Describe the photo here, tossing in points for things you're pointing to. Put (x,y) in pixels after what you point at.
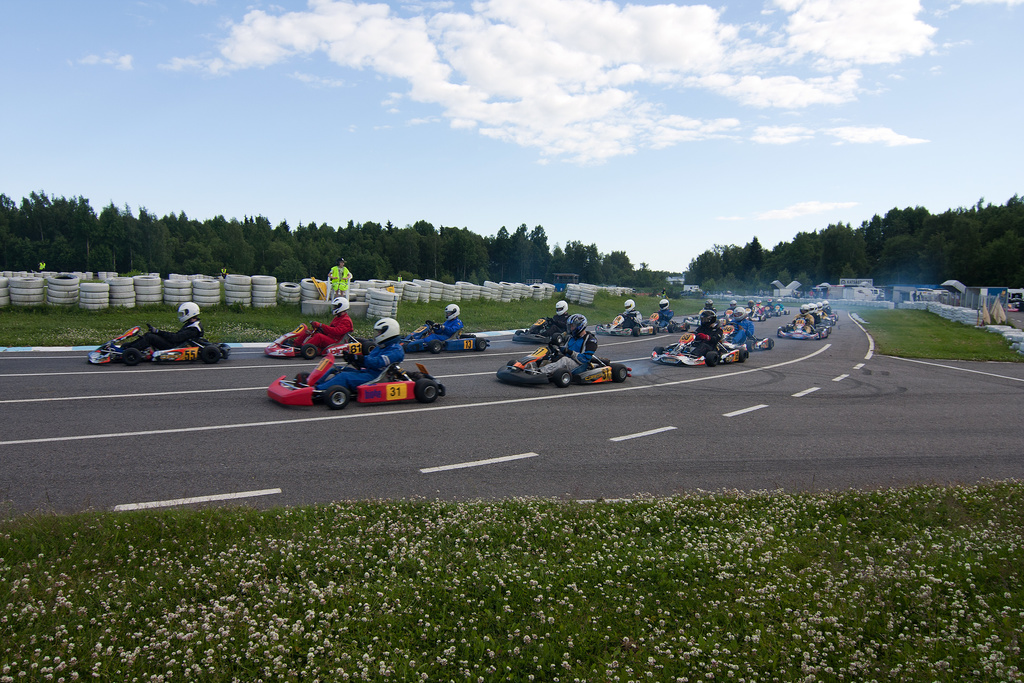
This image consists of grass (539,641) at the bottom (397,609). There are trees (702,258) in the middle (539,258). There are so many tires (254,282) in the middle (436,294). There is sky (401,109) at the top (482,128). In the middle (345,312) there are some people (703,316) who are go-karting.
